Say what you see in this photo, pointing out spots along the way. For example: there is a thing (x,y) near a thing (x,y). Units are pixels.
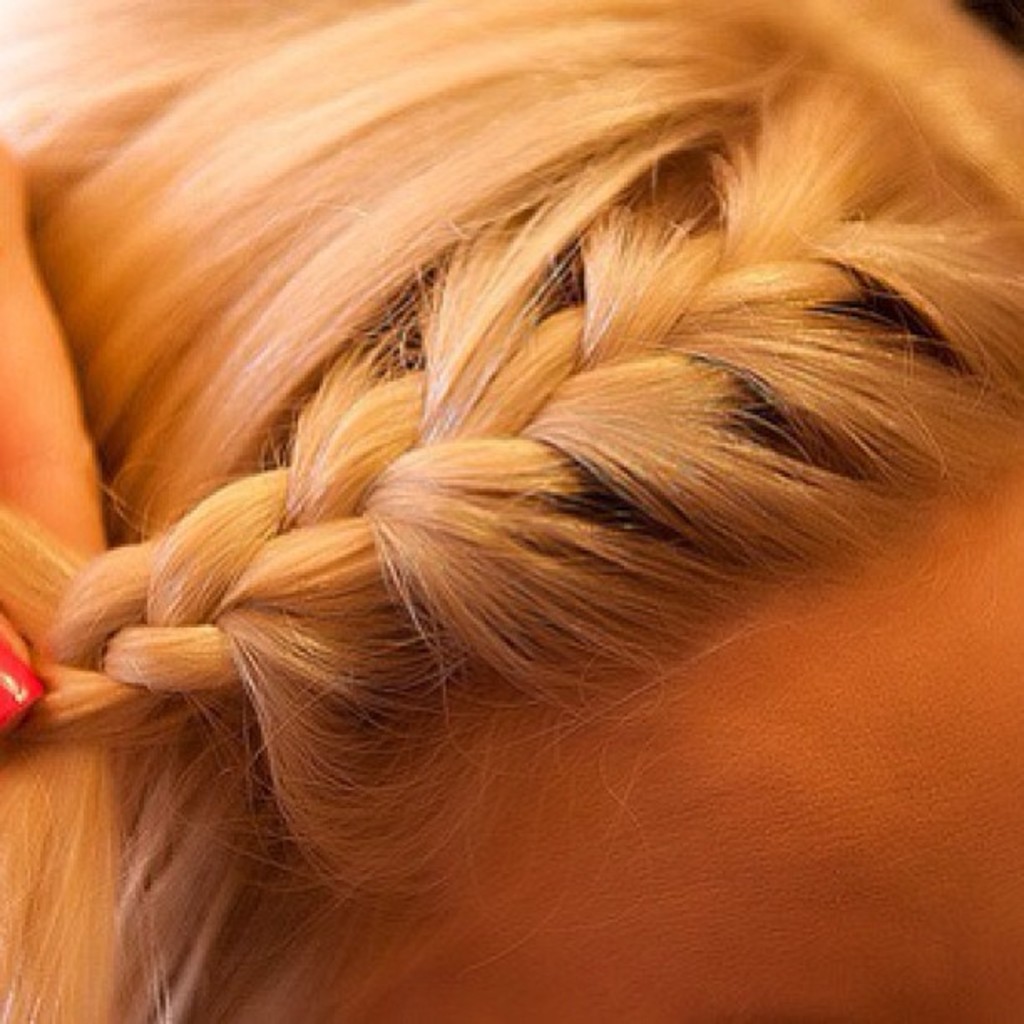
In this picture we can see a person's hand (57,419) dressing the hair style (421,444).
